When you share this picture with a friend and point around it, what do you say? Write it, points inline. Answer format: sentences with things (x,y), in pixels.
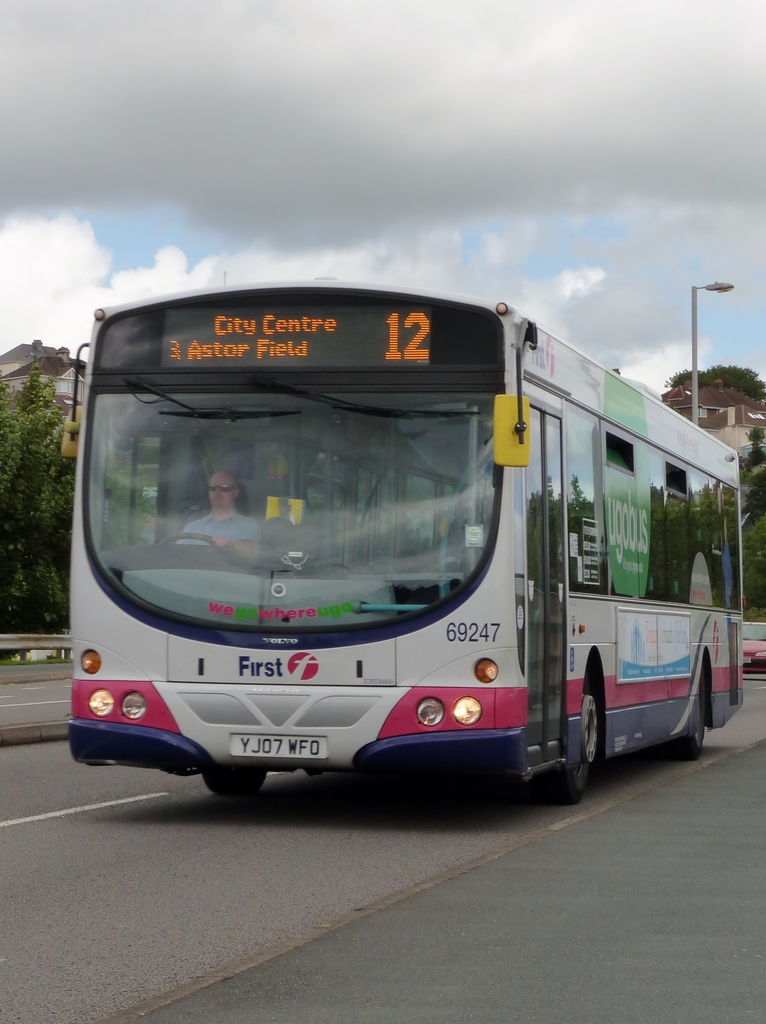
In this image I can see a bus (442,667) which is in white and pink color on the road (330,813), I can also see a person (202,520) sitting inside the bus (206,476). Background (678,291) I can see a light pole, trees (33,520) in green color and sky (387,39) in blue and white color.
